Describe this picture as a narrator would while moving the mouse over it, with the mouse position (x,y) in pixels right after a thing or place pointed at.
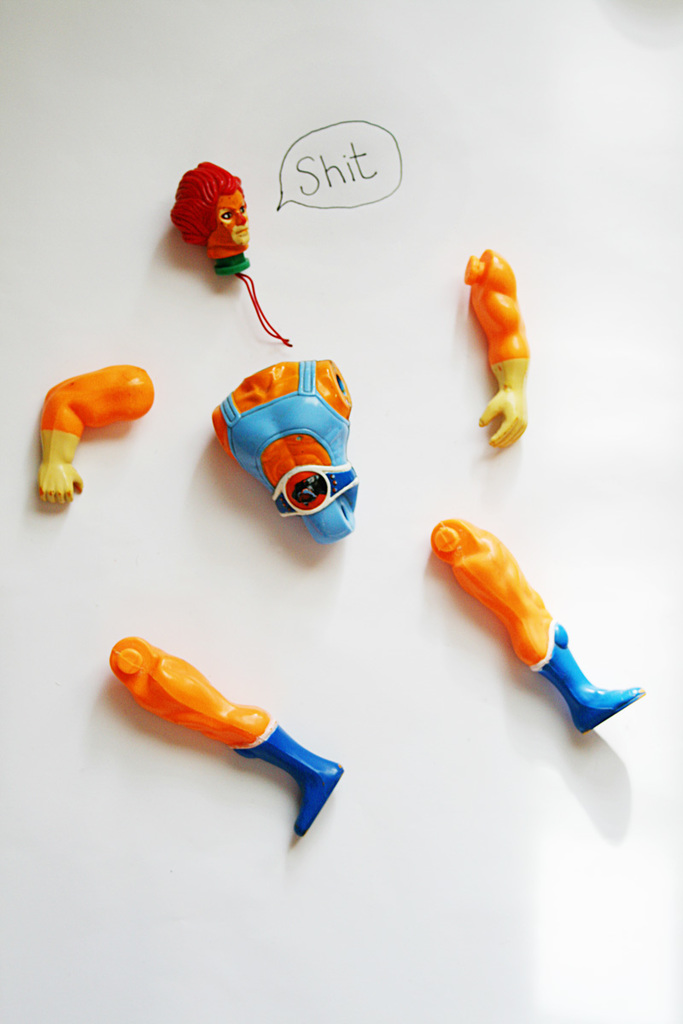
In this image we can see the parts (212,716) of a toy (497,415) and the text (349,184) on a white surface (250,923).
